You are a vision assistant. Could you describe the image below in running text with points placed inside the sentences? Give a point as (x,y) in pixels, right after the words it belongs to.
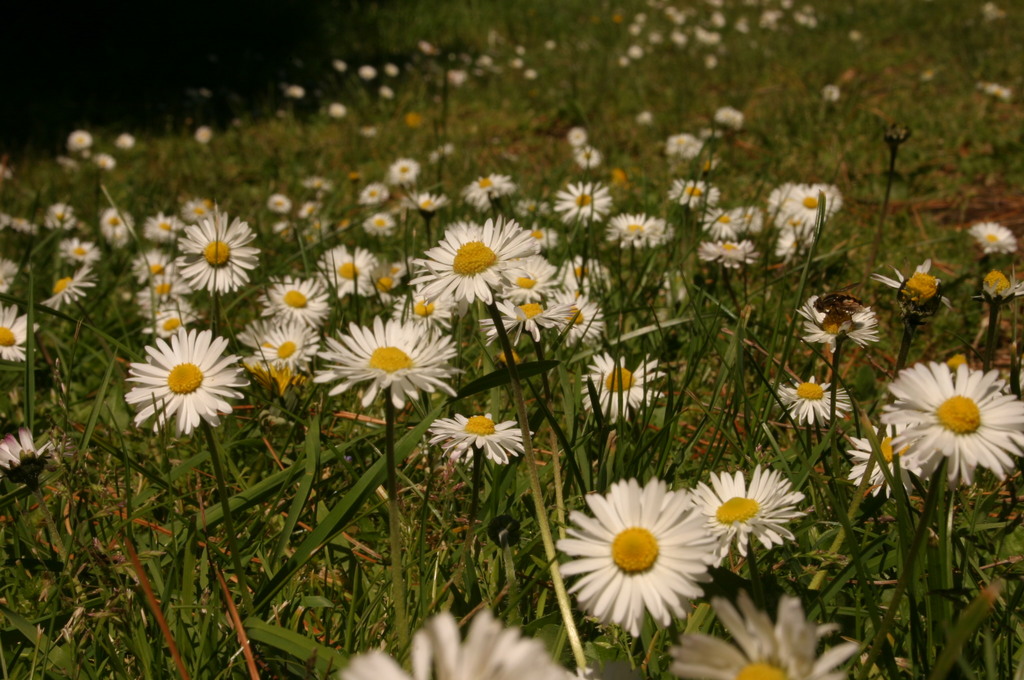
In this image we can see plants (252,632) and flowers (424,347).
